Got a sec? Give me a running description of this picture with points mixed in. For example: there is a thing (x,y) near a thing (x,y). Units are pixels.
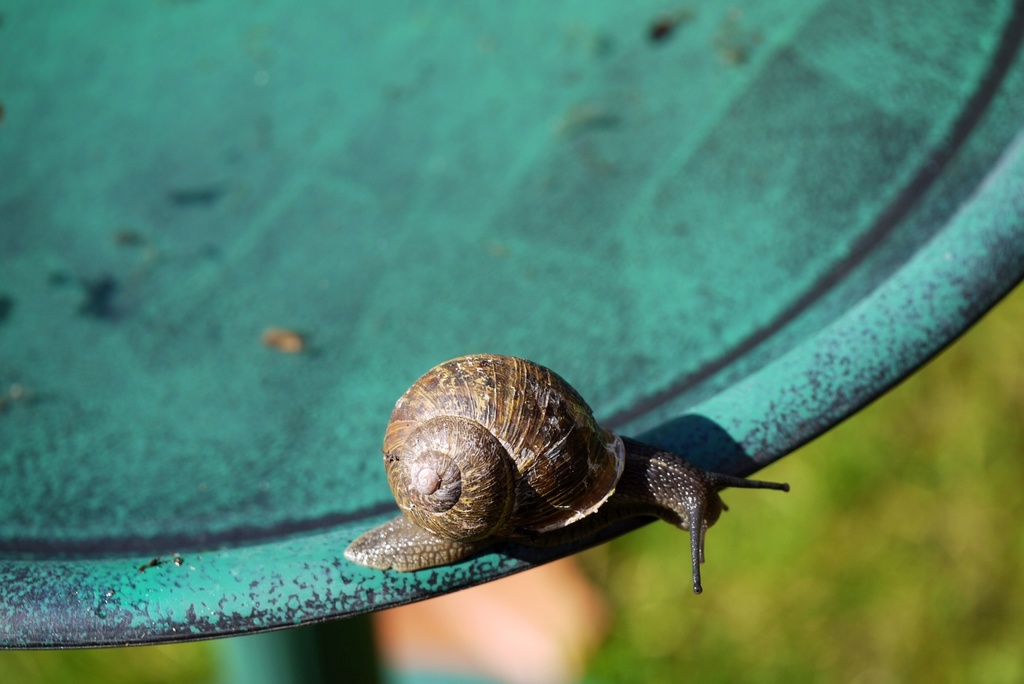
In the image there is a snail (589,513) crawling on a plate (710,234) and the background (881,462) is blurry.
